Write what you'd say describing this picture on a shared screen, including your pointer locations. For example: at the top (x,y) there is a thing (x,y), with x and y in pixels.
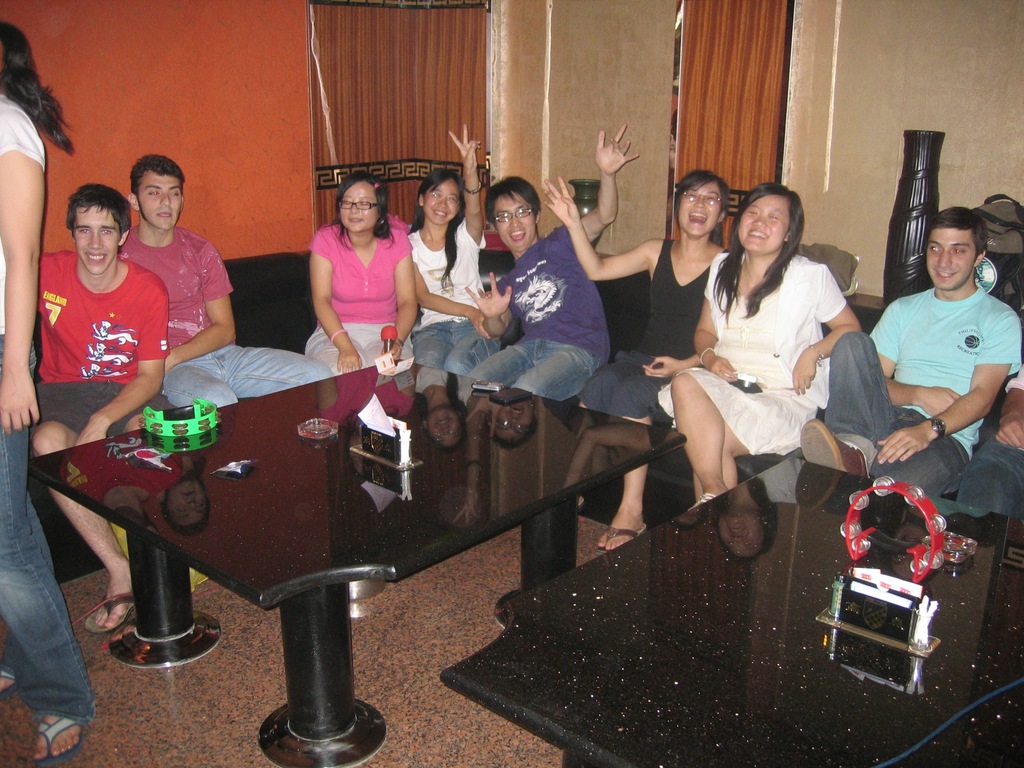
There are group of people (353,303) sitting in sofa (645,296) and there are two black tables (557,440) in front of them which has some objects (372,445) on it and there is another person (14,189) standing in the left corner (18,445).
